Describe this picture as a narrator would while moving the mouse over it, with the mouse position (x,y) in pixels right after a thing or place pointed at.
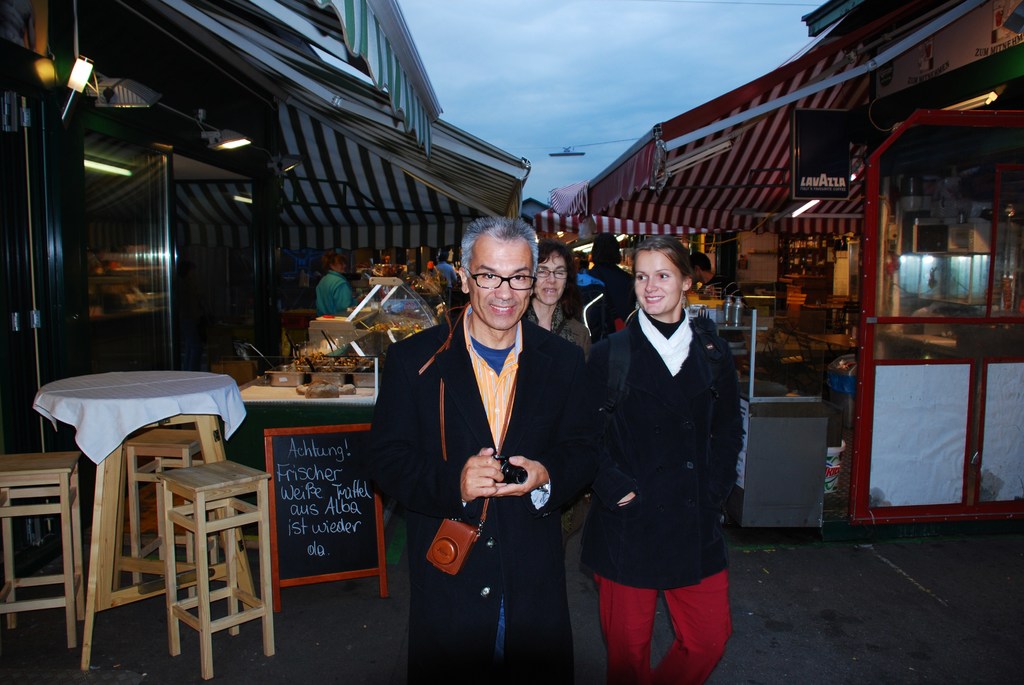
In this image, there are group of people (470,238) walking on the road side (581,617). On both side there are restaurants (862,384) visible and a table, chairs (265,473) are visible and a board (305,489) is visible. A sky (463,113) blue in color visible. This image is taken during evening time in an open area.
